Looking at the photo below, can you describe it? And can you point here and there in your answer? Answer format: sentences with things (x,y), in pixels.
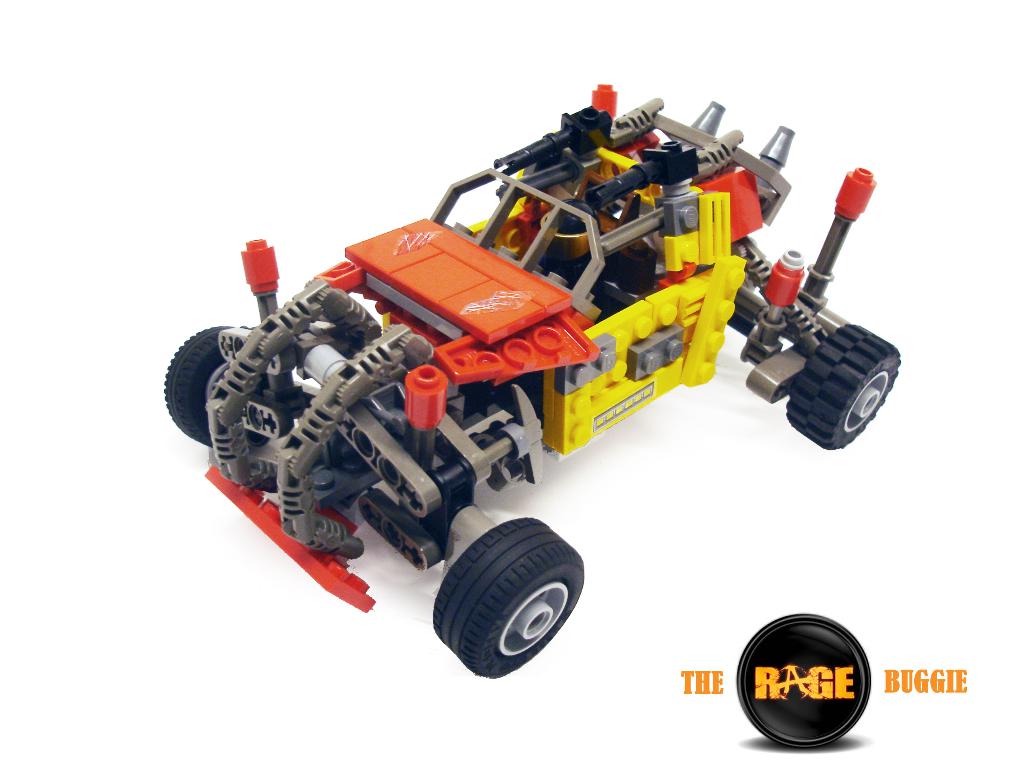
In the image there is a toy vehicle (492,320) and on the right side (761,650) bottom there is some text (775,695) is mentioned.
